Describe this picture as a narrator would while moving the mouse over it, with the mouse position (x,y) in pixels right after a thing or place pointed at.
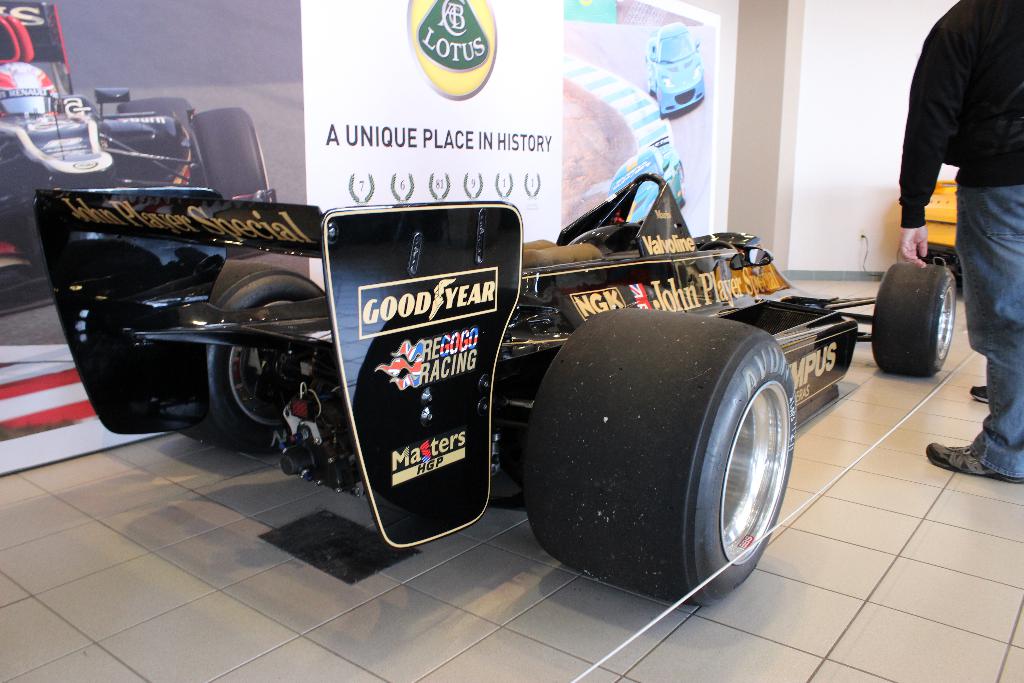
In this picture we can see a vehicle (493,238) and a man (973,149) standing on the floor (266,508), posters (476,53) and in the background (758,105) we can see an object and the wall (864,55).
